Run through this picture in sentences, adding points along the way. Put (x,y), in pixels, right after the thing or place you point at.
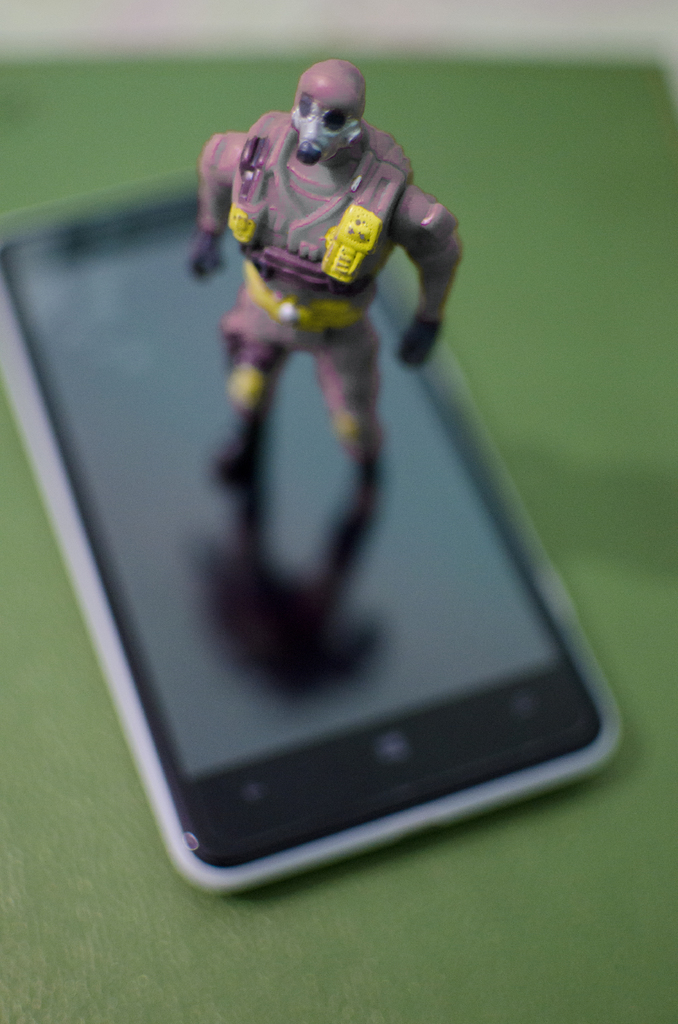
In the picture there is a mobile phone (419,812) and on that mobile phone (170,187) there is a toy (298,306).
